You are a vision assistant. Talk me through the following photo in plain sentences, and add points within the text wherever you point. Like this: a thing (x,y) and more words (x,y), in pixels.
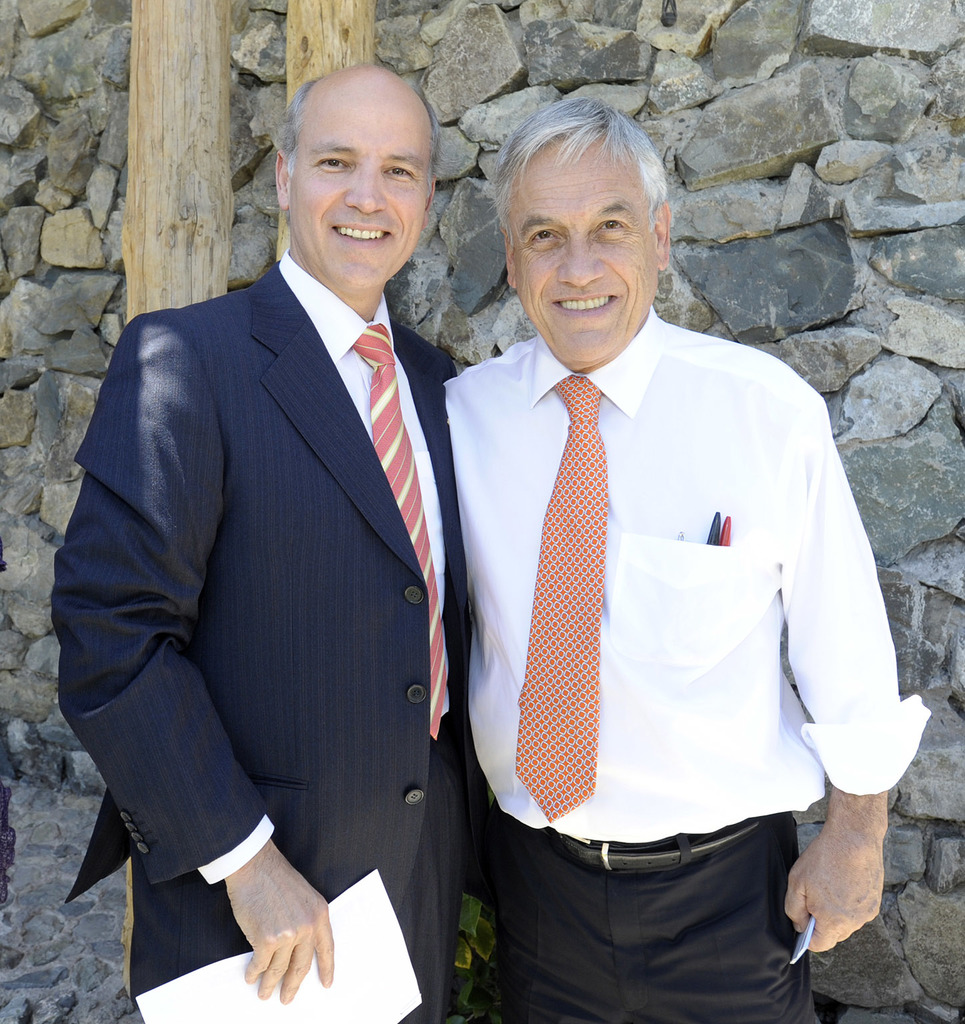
In this picture there are two men (781,562) standing and smiling and this man (415,594) holding a paper (348,929), behind these two men (460,406) we can see wooden poles (343,65) and stone wall (765,115).
